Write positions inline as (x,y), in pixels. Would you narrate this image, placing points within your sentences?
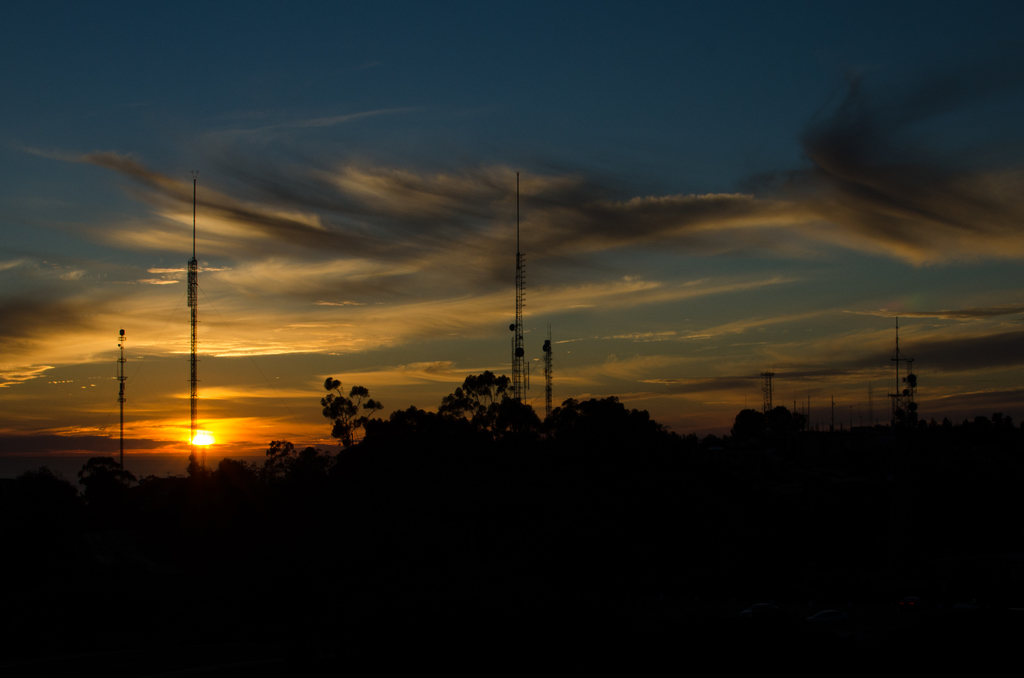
In this picture there are trees (422,443) and poles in the center of the image (435,434) and there is sky (627,145) at the top side of the image (638,141), it seems to be the view of sunset.
